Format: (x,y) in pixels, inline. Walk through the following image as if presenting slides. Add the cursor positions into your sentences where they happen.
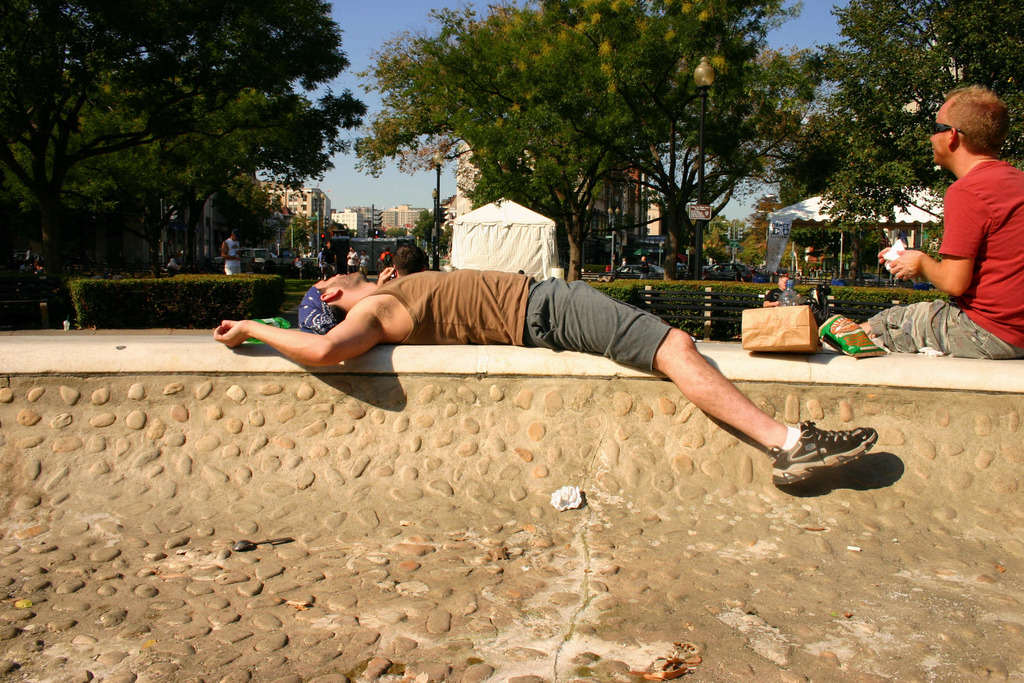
In the center of the image (437,310) a man (407,325) is lying on a wall (422,351). On the right side of the image (1005,277) a man (983,279) is sitting on a wall (934,356) and we can see some packets (812,332), bottle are there. In the middle of the image (592,231) we can see some bushes (680,288), tent (533,235), trees (566,222), light (705,81), pole (697,271), buildings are there. At the top of the image (362,25) sky (377,24) is there. At the bottom of the image (437,556) wall (442,605) is there.
